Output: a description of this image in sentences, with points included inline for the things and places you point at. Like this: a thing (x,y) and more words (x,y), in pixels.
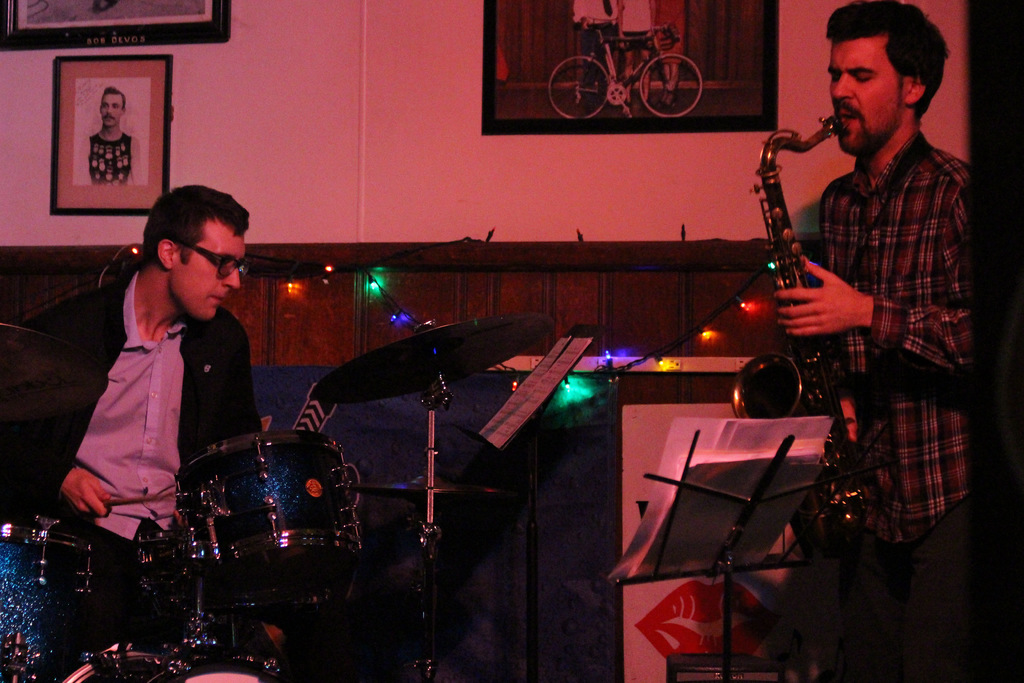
To the right side of the image (954,348) there is a man (891,462) with black checks shirt (886,445) is standing and playing saxophone (843,464). Beside him there is a stand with papers (743,537) on it. And to the left corner (164,446) there is a man (157,466) sitting and playing drums (233,477) which are in front of him. Behind them in the background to the wall (461,246) there are frames (132,5) and decorative lights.
